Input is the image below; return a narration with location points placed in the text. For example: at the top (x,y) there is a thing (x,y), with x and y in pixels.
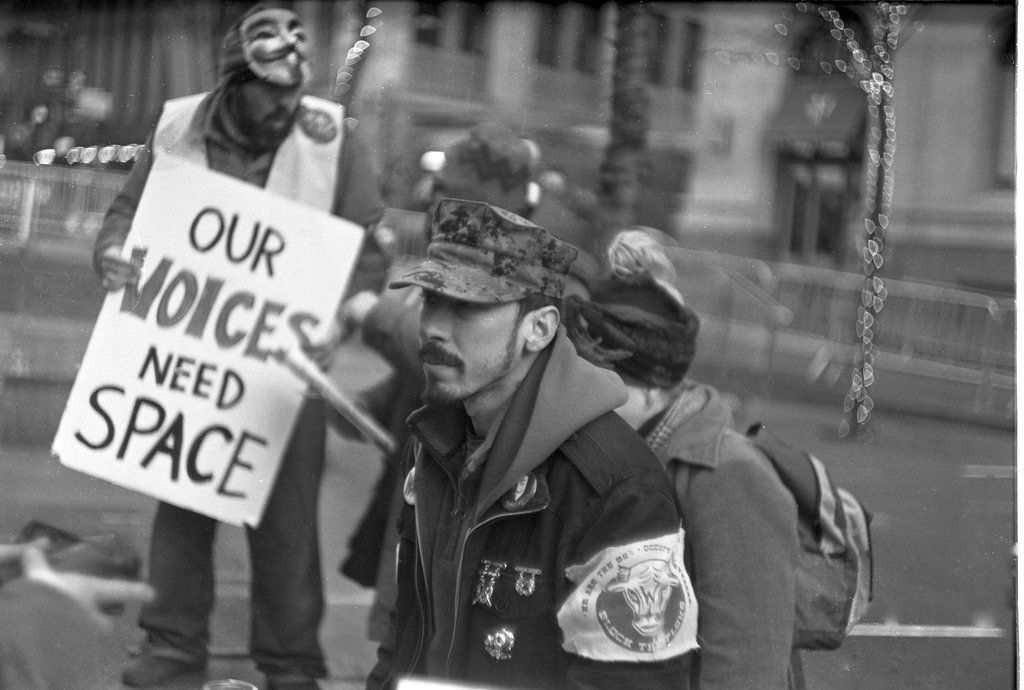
In this picture I can see group of people (505,406) among them this man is holding a board (198,345) which has something written on it. This man (526,417) is wearing a cap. This picture is black and white in color.
